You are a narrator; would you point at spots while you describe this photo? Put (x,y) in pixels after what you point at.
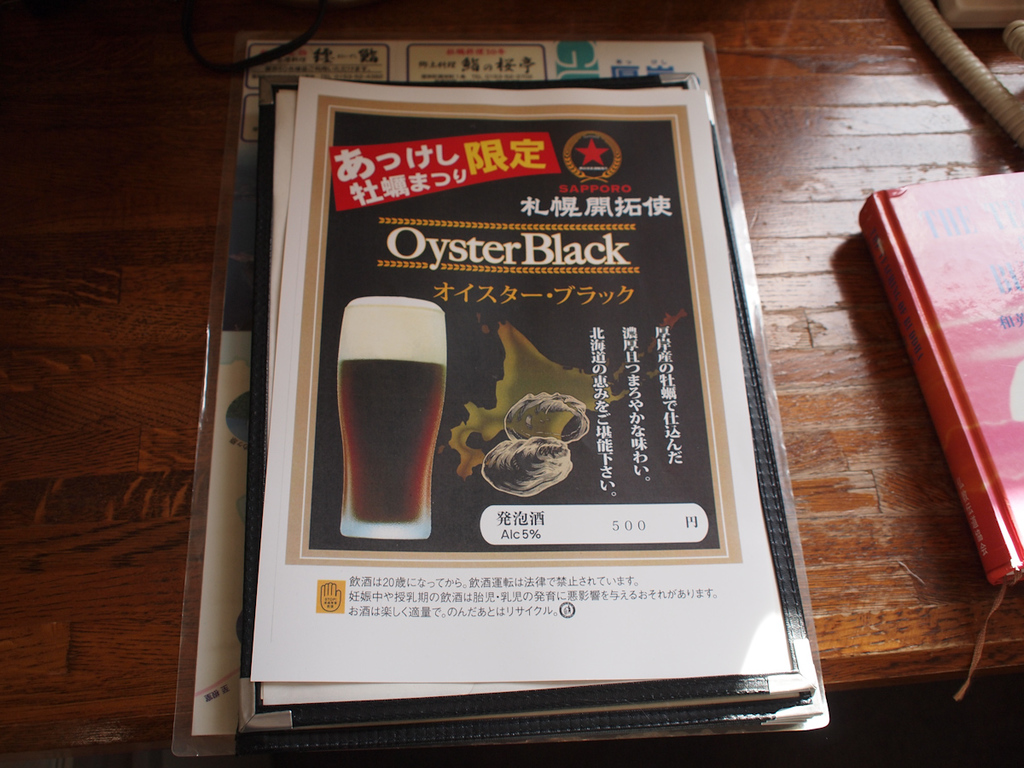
In this picture there are posters (423,284) in the center of the image (477,336), which are placed on a table (850,78) and there is a book (903,263) on the right side of the image (952,270).
